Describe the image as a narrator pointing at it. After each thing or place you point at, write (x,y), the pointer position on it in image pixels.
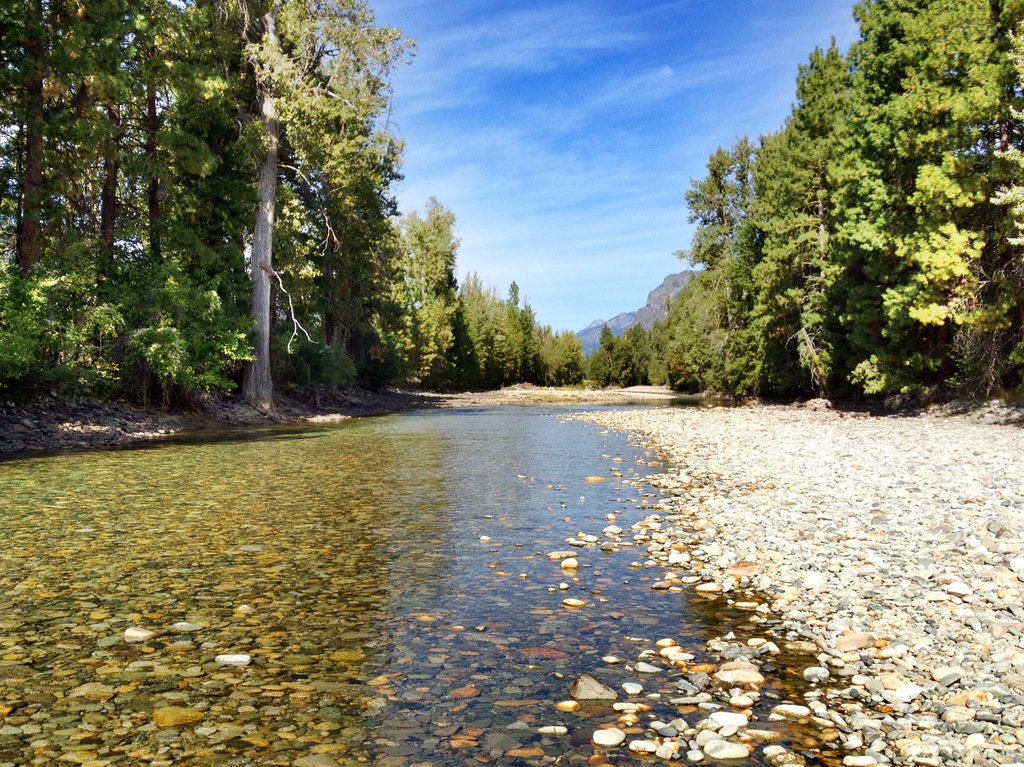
In this picture we can see many trees (210,253). At the bottom (363,669) we can see water (695,651) and stones (476,735). In the background (621,317) there is a mountain (666,296). At the top (574,102) we can see sky (587,155) and clouds (520,167).
